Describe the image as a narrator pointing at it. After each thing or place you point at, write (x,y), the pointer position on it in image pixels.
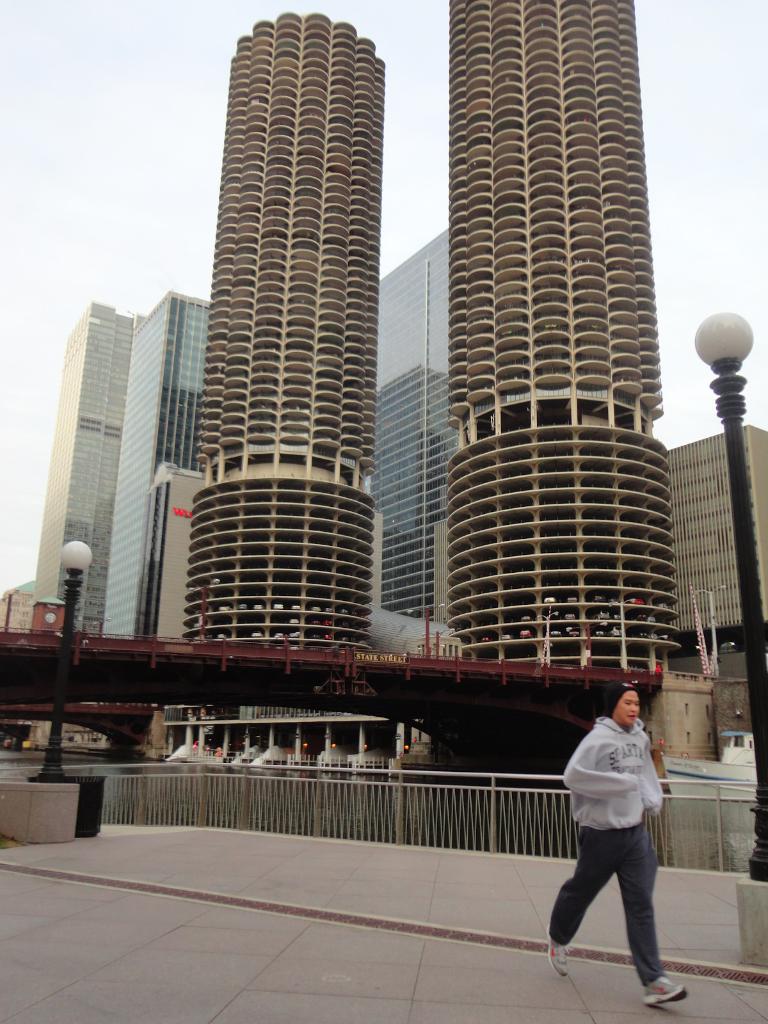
In the picture we can see a person (654,791) walking on the path (151,888) and behind him we can see two poles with lamps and behind it, we can see a railing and in the background (472,499), we can see some tower buildings (512,341) and under it we can see some pillars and in the background (124,155) we can see a sky (159,215).
